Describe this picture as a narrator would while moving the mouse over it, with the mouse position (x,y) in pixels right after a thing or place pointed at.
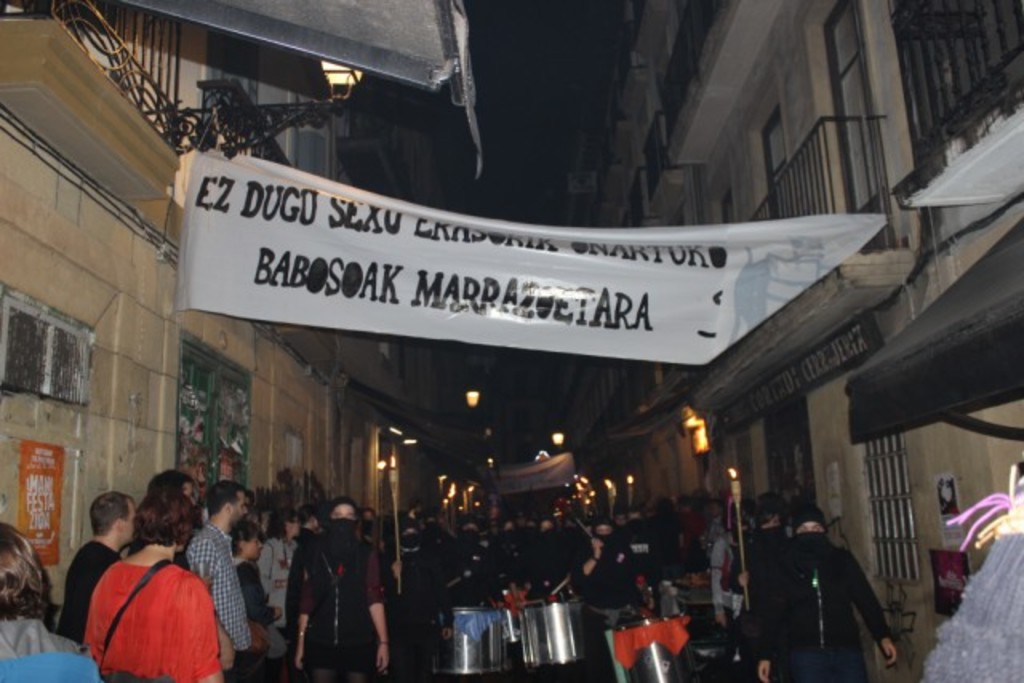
In this image, we can see people (309,569) and some are wearing bags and some are wearing masks (350,536) to their faces (365,520) and holding lights (582,488) in their hands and we can see some musical instruments (558,609) and there are banners (586,353), posters (230,450) on the wall (171,441) and we can see buildings (798,194) and boards (771,381).
